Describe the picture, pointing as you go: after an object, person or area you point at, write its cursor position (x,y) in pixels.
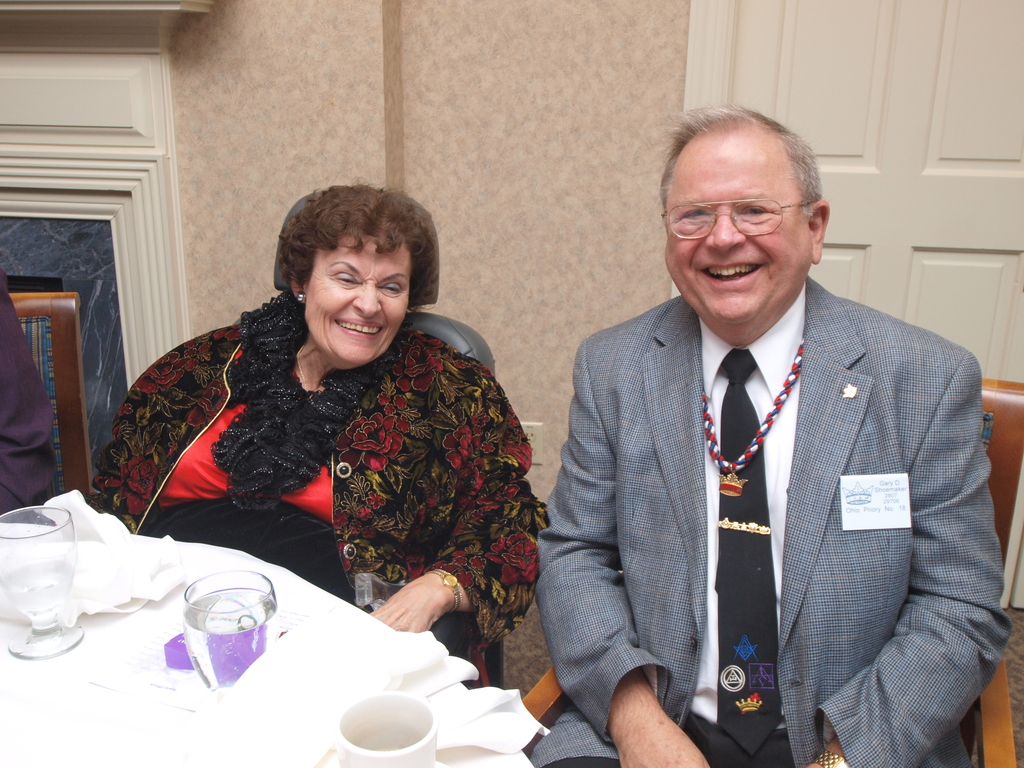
The picture is taken in a house (248,568). In the center of the picture (595,447) there is a man (809,432) and a woman (434,362) sitting in chair (452,344). On the left (92,671) there is a table (106,654), on the table (86,680) there are glasses (60,555) and cloth (304,683). On the left (54,352) there are fireplace (77,237), chair (54,353) and a person's hand (26,353). On the right (934,141) there is a door (949,164). In the background (502,102) it is wall (329,94).
